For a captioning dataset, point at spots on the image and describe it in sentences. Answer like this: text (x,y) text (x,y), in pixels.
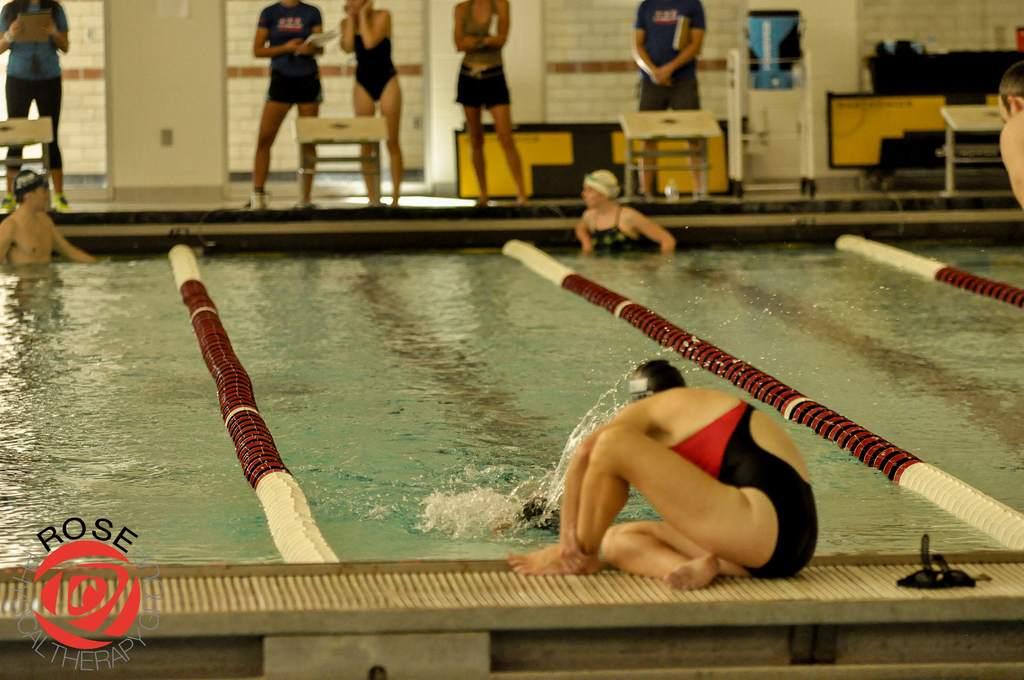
In this image we can see two persons (19,251) in the swimming pool (892,394). In the background of the image (506,141) there are persons (38,50), tables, wall (580,99) and other objects (982,59). On the swimming pool (995,414) there are tapes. At the bottom of the image (952,652) there is a wooden surface (491,629) and a person (776,479). On the right side of the image (1003,151) it looks like a person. On the image there is a watermark (81,607).
